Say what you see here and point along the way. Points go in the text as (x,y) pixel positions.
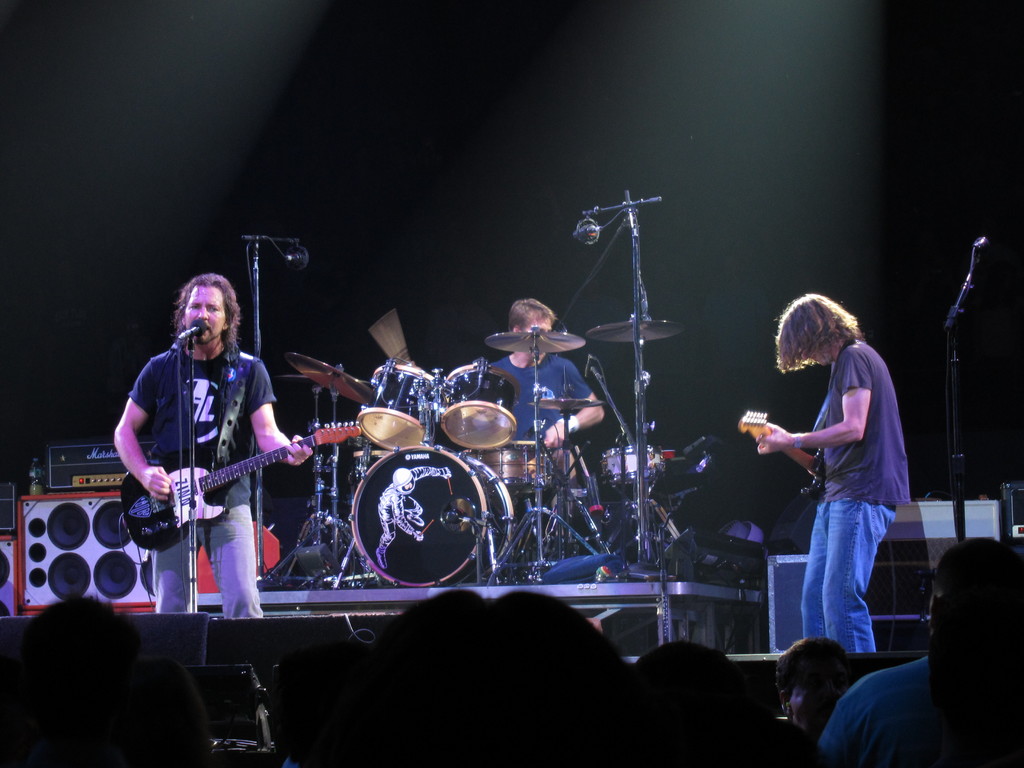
Here we can see two persons (806,596) are playing guitar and he is singing on the mike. There is a man (522,406) playing drums (455,556). These are some musical instruments (398,405). Here we can see some persons (801,673).
